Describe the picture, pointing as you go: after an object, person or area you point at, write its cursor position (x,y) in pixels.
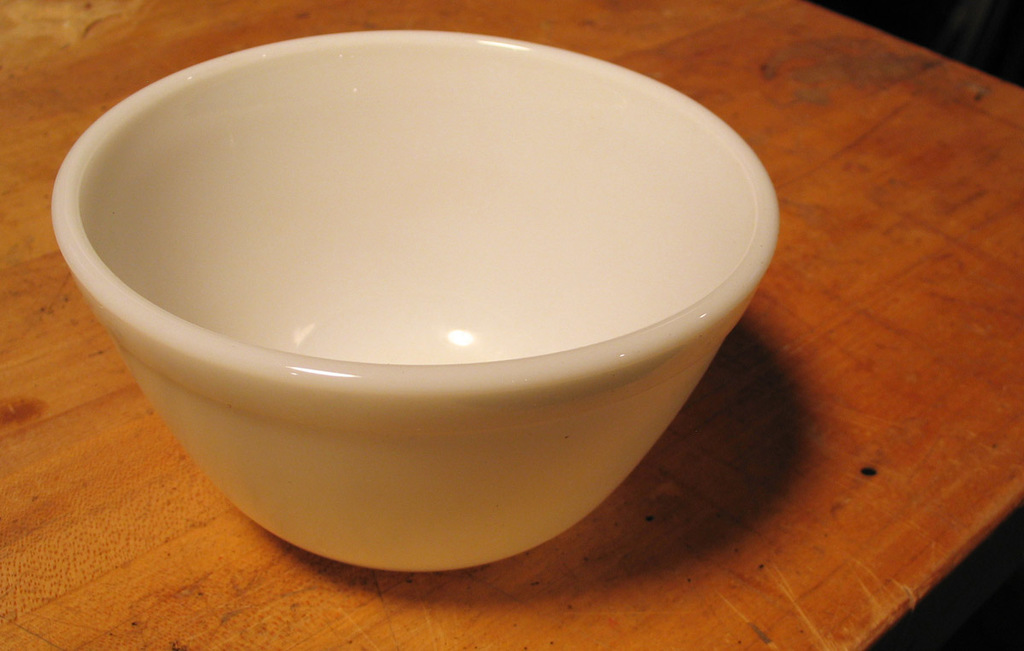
This image is taken indoors. At the bottom of the image (149,510) there is a table (109,432) with a bowl (241,309) on it.
